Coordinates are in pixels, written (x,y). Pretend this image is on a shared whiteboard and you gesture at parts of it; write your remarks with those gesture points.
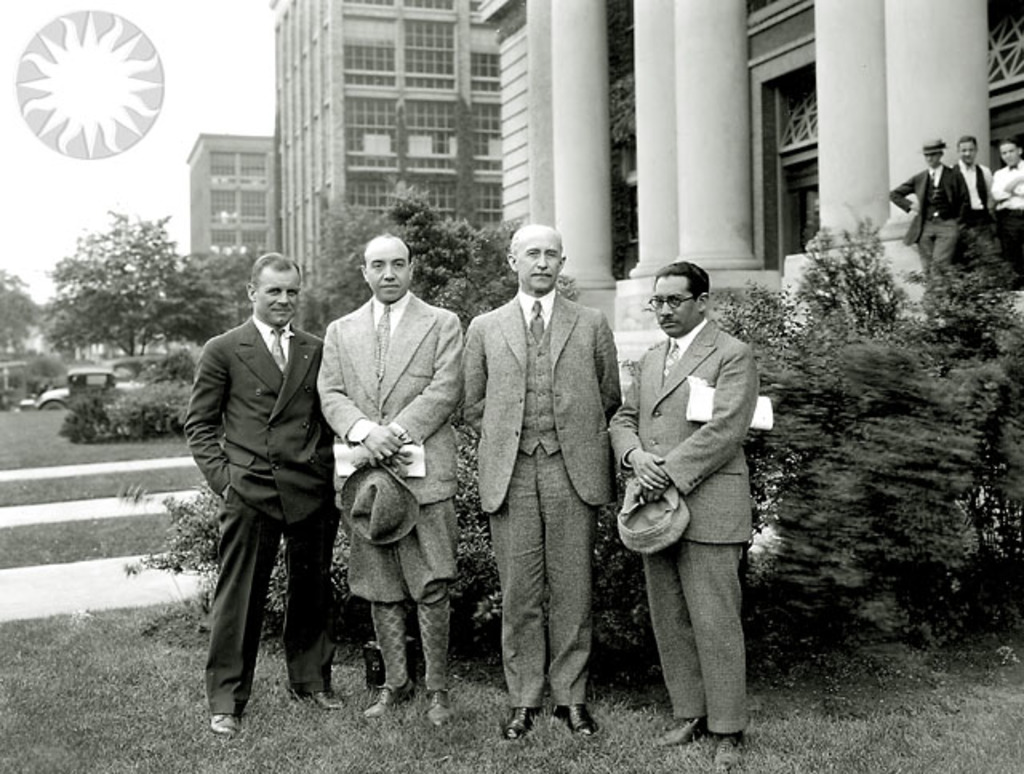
In this picture there are people (437,480), among them there are two men (386,646) standing and holding hats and papers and we can see grass (159,547), plants (999,281), pillars (534,123), trees (25,311), vehicle (54,401) and buildings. In the background of the image (154,157) we can see the sky (139,157). In the top left side of the image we can see logo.
